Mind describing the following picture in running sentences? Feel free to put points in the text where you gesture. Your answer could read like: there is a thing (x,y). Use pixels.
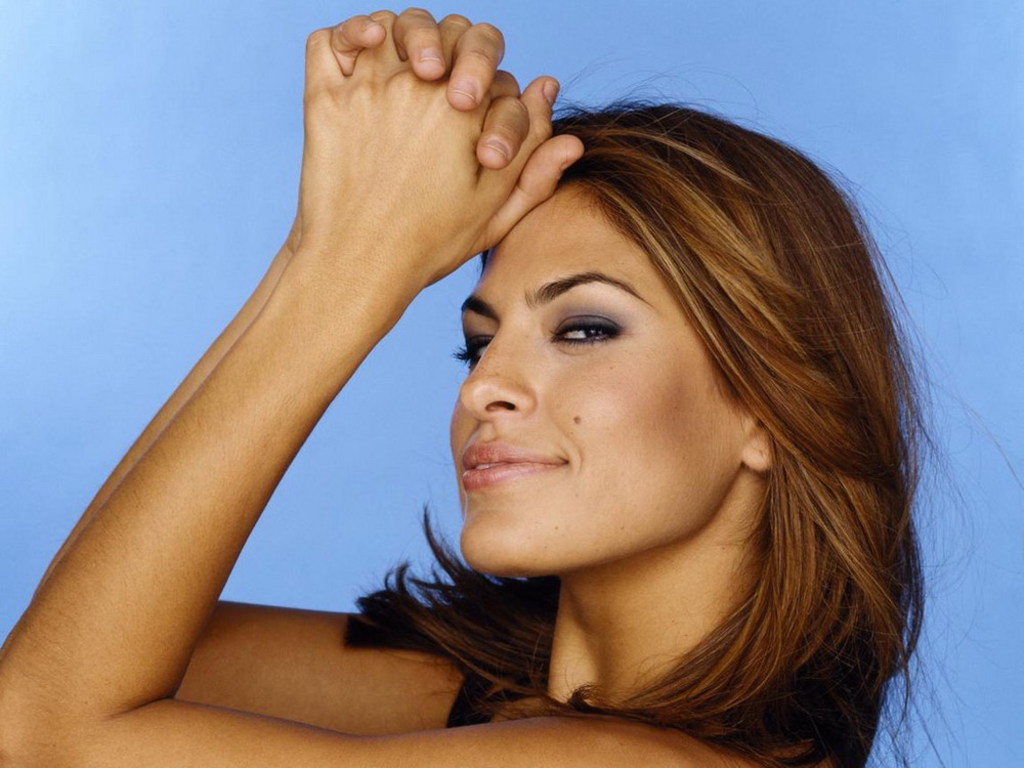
In this image we can see a woman (684,419).
